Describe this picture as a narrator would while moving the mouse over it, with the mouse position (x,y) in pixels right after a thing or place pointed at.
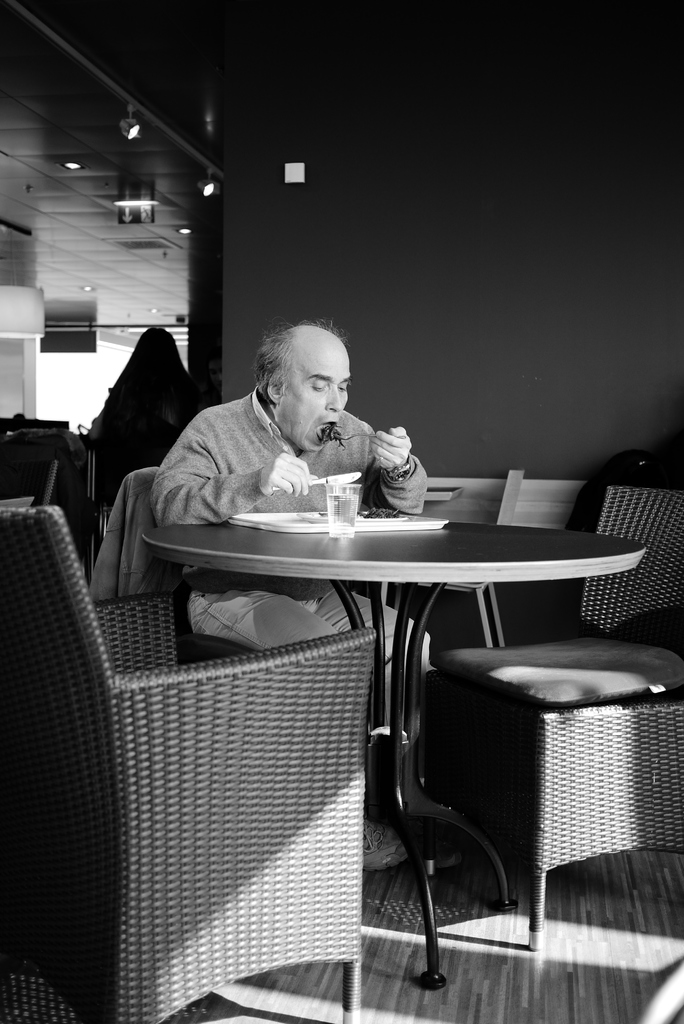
This is a black and white image. There is a table (536,563) and chairs (503,722) in this image. There are lights (204,188) on the top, there is a man (291,437) sitting on a chair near the table (393,541). On the table (324,525) there is a glass (339,523), plate (322,517), knife (350,479), fork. He is eating something.
